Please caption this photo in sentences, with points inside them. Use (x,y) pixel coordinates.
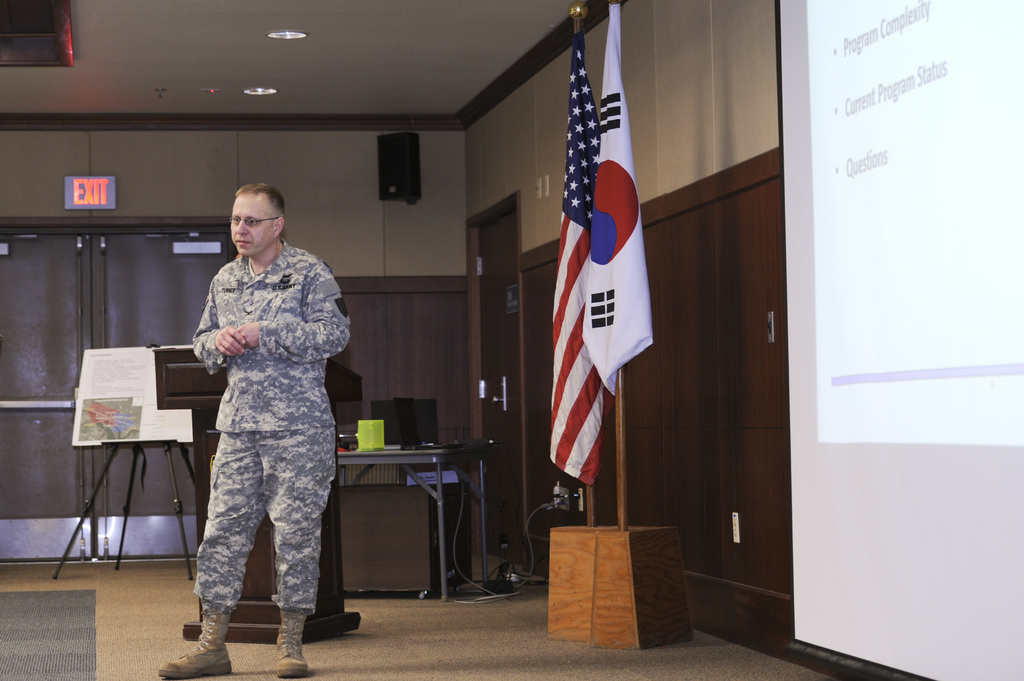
In this image in the center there is a person (255,425) standing. On the right side (877,426) there are flags (623,336) and there is a screen (946,375), on the screen (916,202) there is some text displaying on it. In the background (152,367) there is a wall (46,211), there is a board (114,406) with some text (112,392) written on it, there is a table (403,459), there is a podium (194,397) and on the table (406,450) there are objects (391,426), there are wires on the ground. At the top (415,166) on the wall (421,175) there is a speaker (388,170) and there are doors (115,301) and there are lights (278,34) at the top (275,37).
